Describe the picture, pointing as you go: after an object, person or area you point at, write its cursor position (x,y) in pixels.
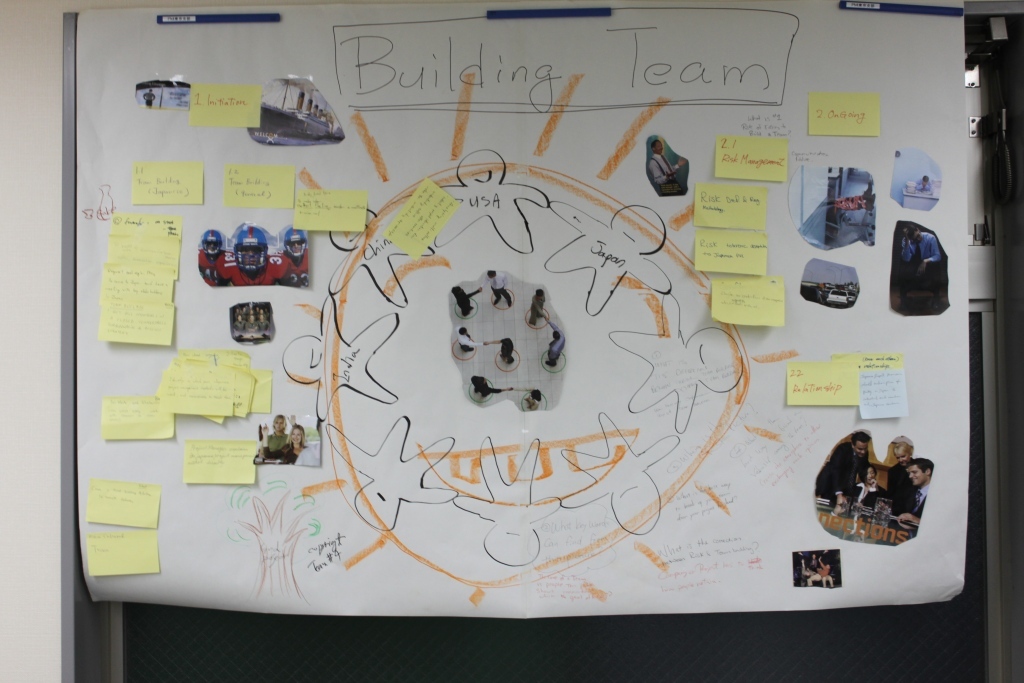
In this picture there is a white chart poster (80,119) with some yellow color sticky notes (237,465) stick on it. Beside there are some photographs (901,518) stick on the chart (845,44).
